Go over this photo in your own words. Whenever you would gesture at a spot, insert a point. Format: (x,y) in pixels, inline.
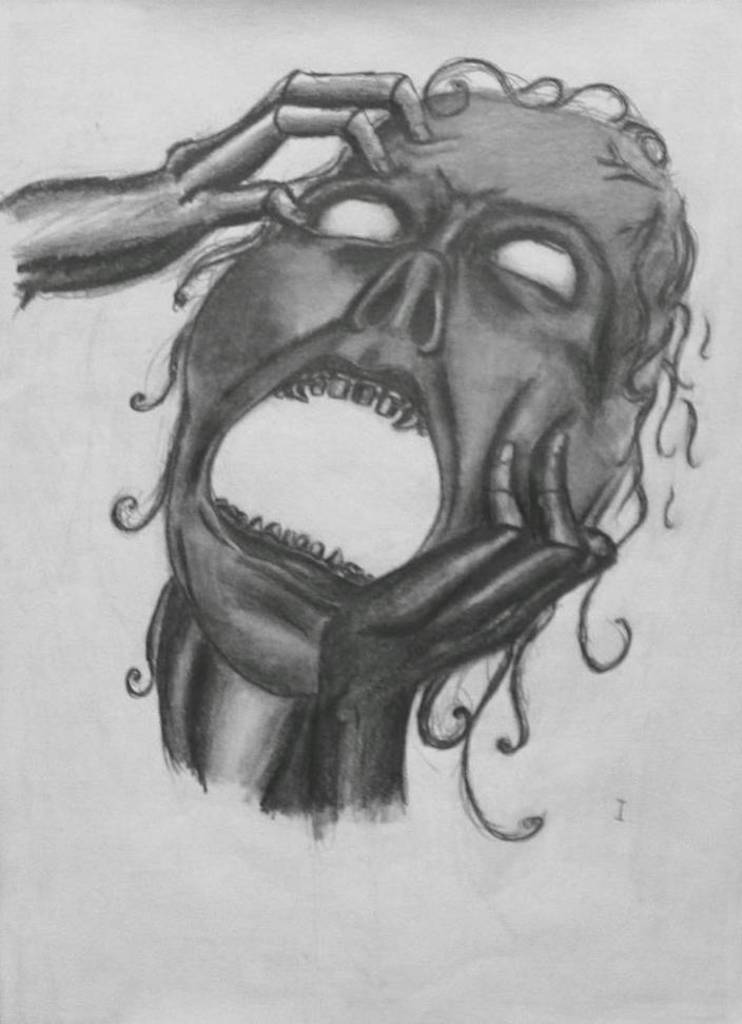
In this image, we can see a human drawing (431,513) on the white surface (638,846).
